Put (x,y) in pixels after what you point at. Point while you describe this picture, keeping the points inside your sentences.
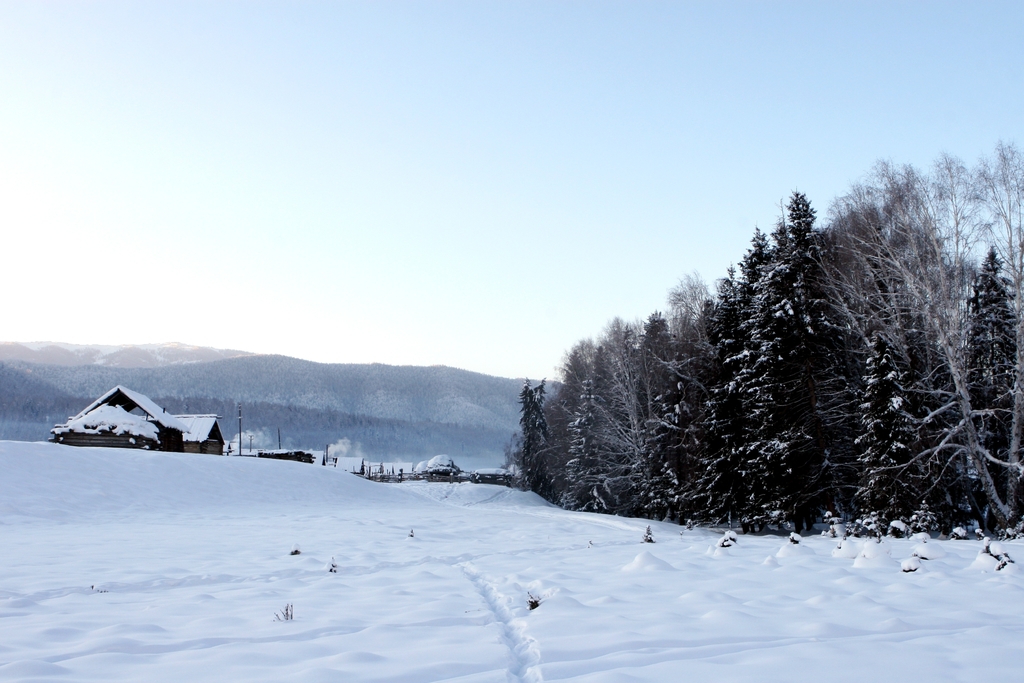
In this picture I can see trees (759,446), snow (666,563), house (197,431) and poles (251,444). In the background (403,394) I can see mountains (365,394) and the sky (312,180).
